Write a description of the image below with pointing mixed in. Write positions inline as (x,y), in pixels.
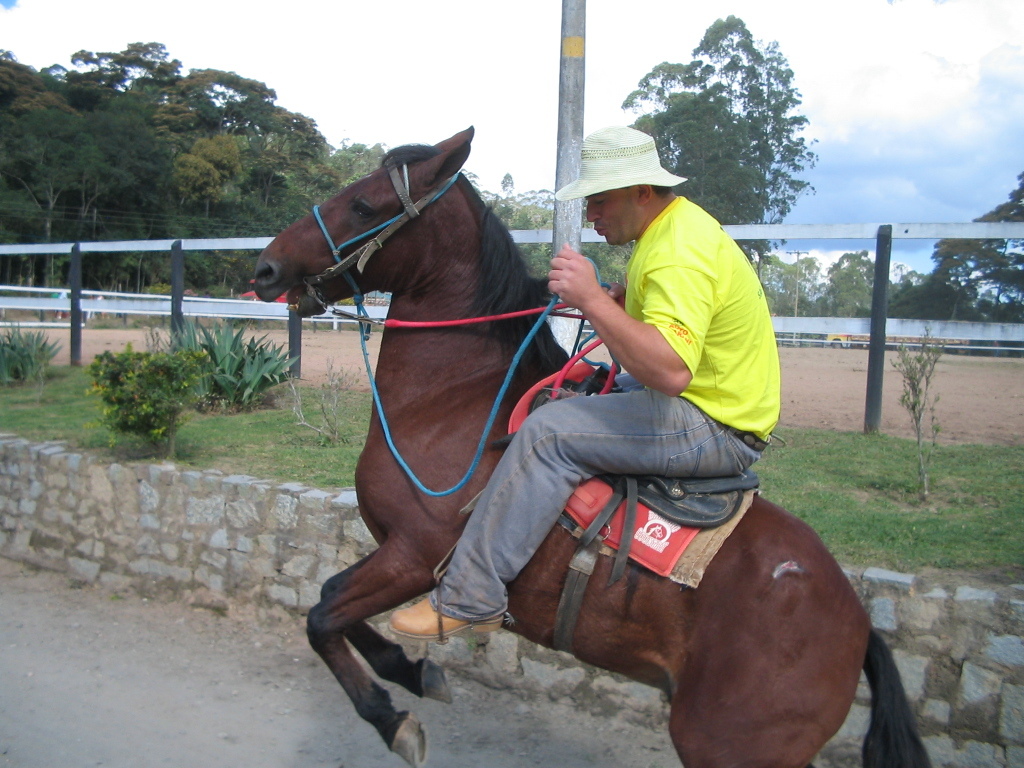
A person (535,468) is riding a brown horse (713,610) wearing a hat (629,161). There is a fence (590,234), pole (570,43) and trees (42,134) at the back (579,209).
